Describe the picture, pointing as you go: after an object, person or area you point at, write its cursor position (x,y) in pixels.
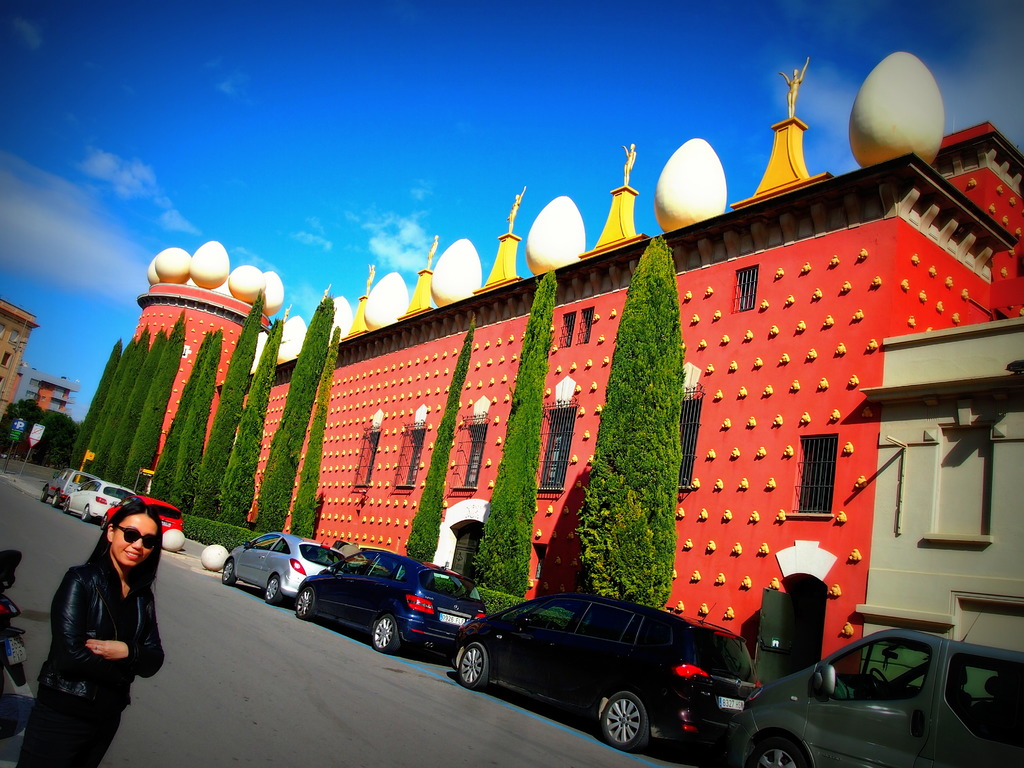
In this image, at the left side (91,613) there is a girl (93,627), she is standing and she is wearing black color specs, there is a road (232,657) and there are some cars (279,581), there is a house (765,387) and there are some green color trees (293,447), at the top (438,191) there is a blue color sky (415,79).
